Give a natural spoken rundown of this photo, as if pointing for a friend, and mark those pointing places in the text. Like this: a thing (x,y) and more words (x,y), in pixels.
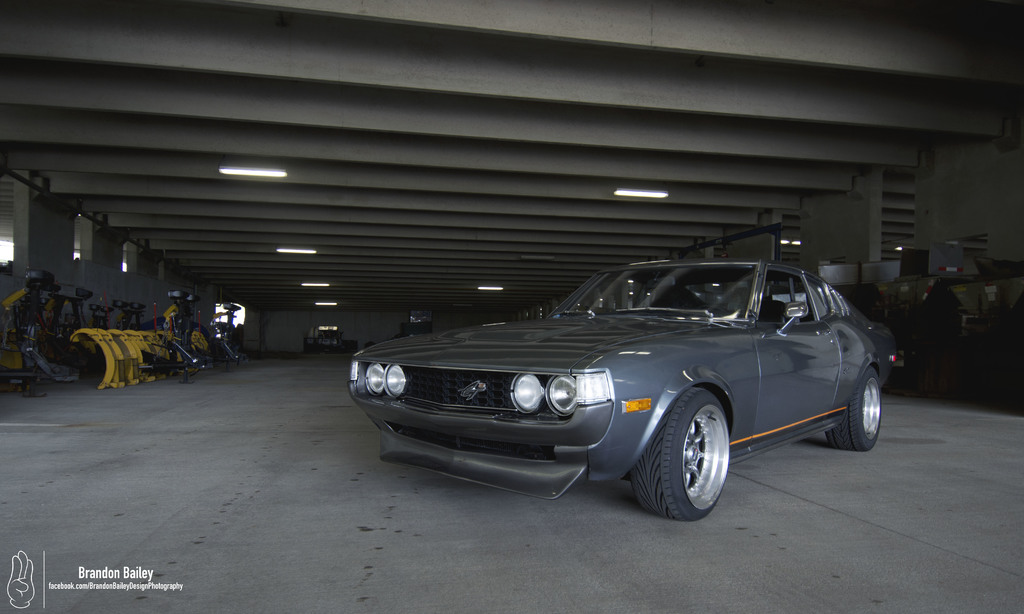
This image consists of a car (688,445) in gray color. At the bottom (210,480), there is a floor (292,502). It looks like a garage (560,179). On the left (19,328), there are many things (141,373) kept. At the top (716,136), there is a roof (735,85) to which lights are fixed.
